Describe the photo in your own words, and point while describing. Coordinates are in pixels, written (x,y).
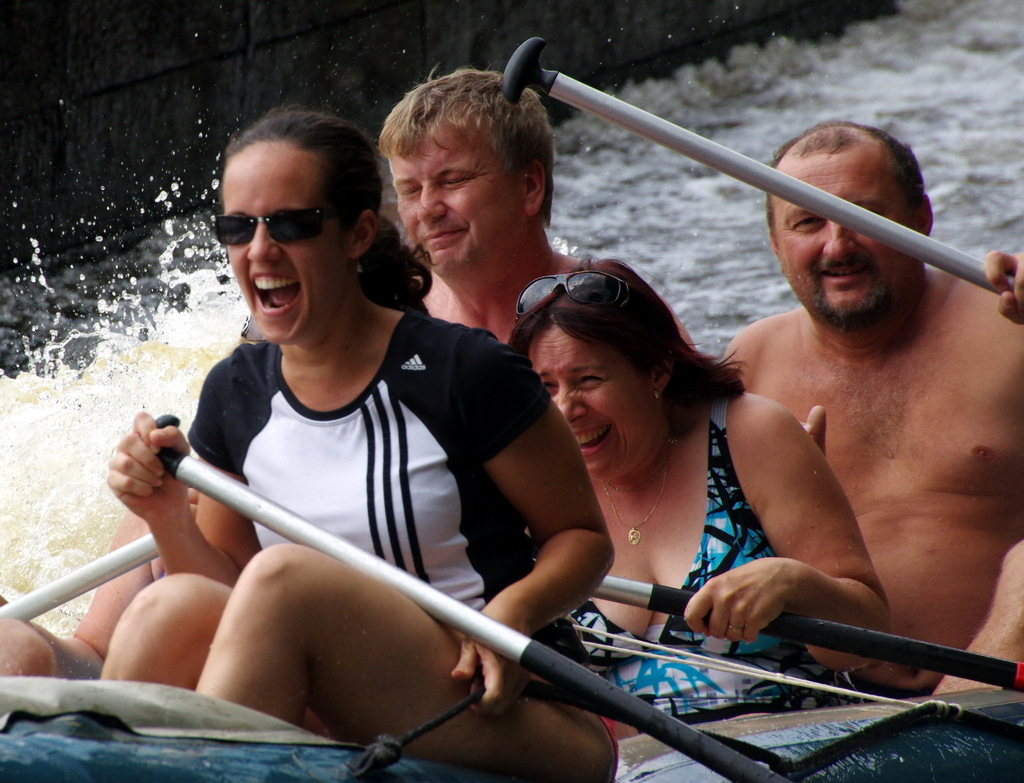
In the image there are two men (1002,519) and women (553,507) in swimsuit (596,649) rafting in a canal (676,107).
